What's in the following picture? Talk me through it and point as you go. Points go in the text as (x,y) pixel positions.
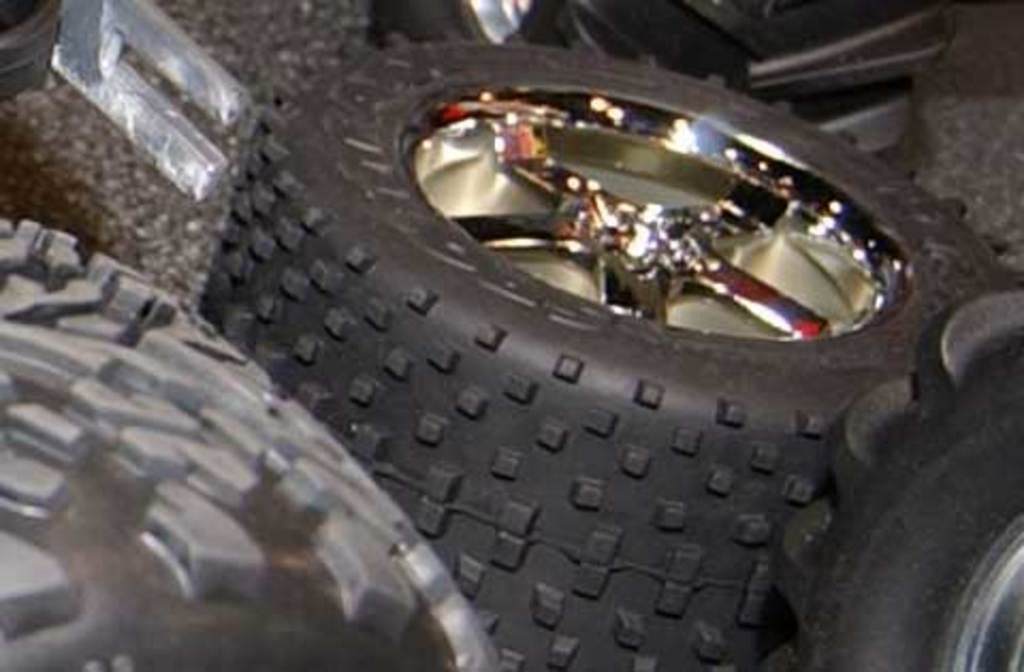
In this image, I can see tyres (494,378) and some objects (693,29) on the floor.
